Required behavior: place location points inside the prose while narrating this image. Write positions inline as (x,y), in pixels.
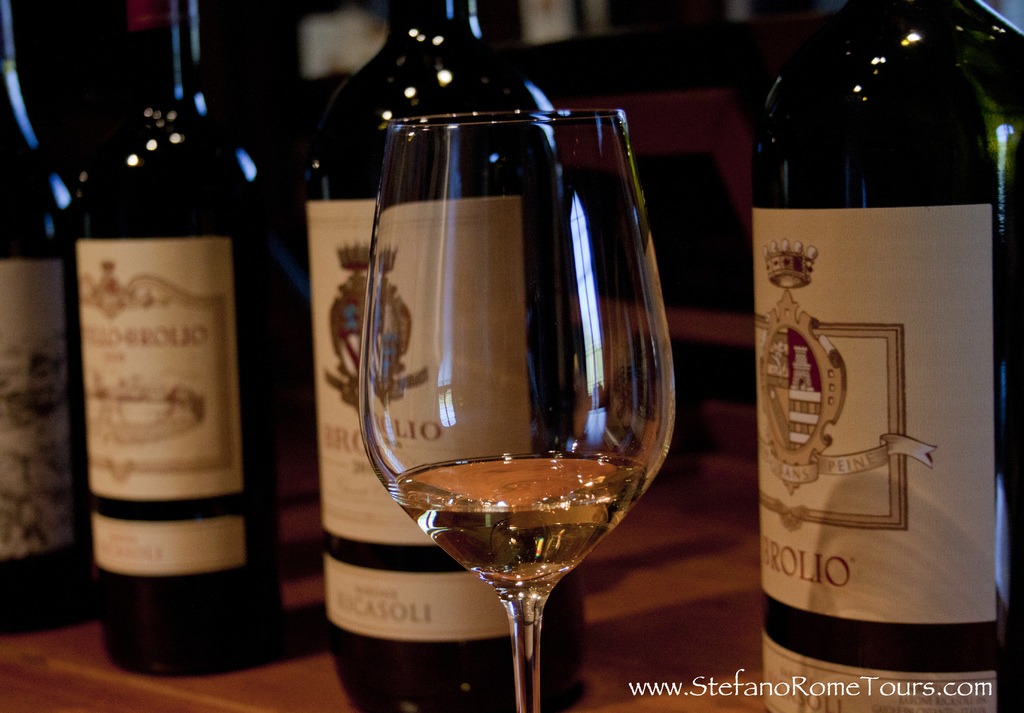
This is a zoomed in picture. In the center (551,303) we can see a glass (548,368) of a drink (482,468) and some bottles (396,44) are placed on the top of the table (679,544). In the background (745,207) there is a chair (679,206) and some other objects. At the bottom right corner (987,695) there is a text (731,681) on the image.
